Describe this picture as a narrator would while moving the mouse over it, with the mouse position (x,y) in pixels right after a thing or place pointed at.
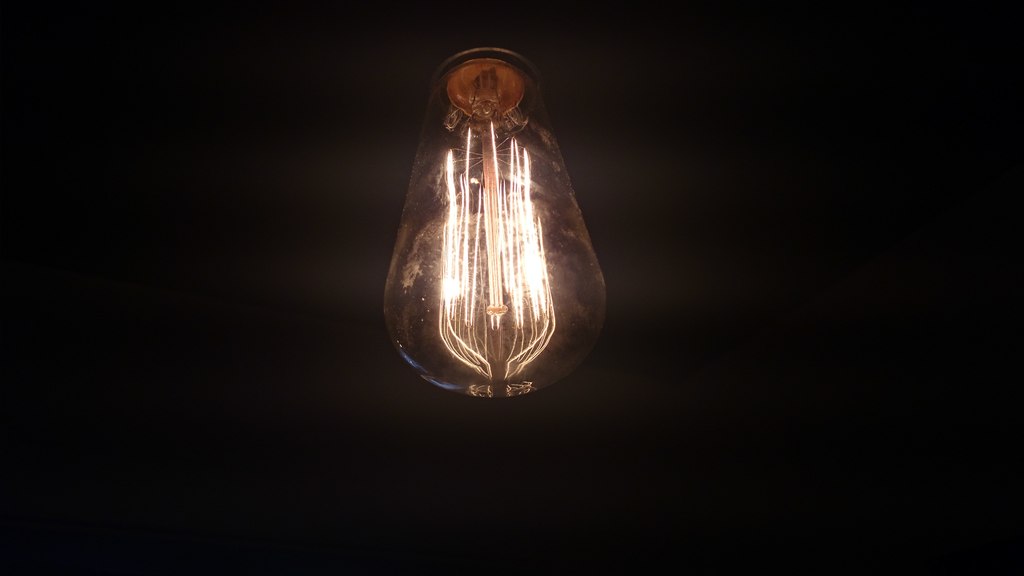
In this image we can see a bulb (504,306) with a filament (480,355).
